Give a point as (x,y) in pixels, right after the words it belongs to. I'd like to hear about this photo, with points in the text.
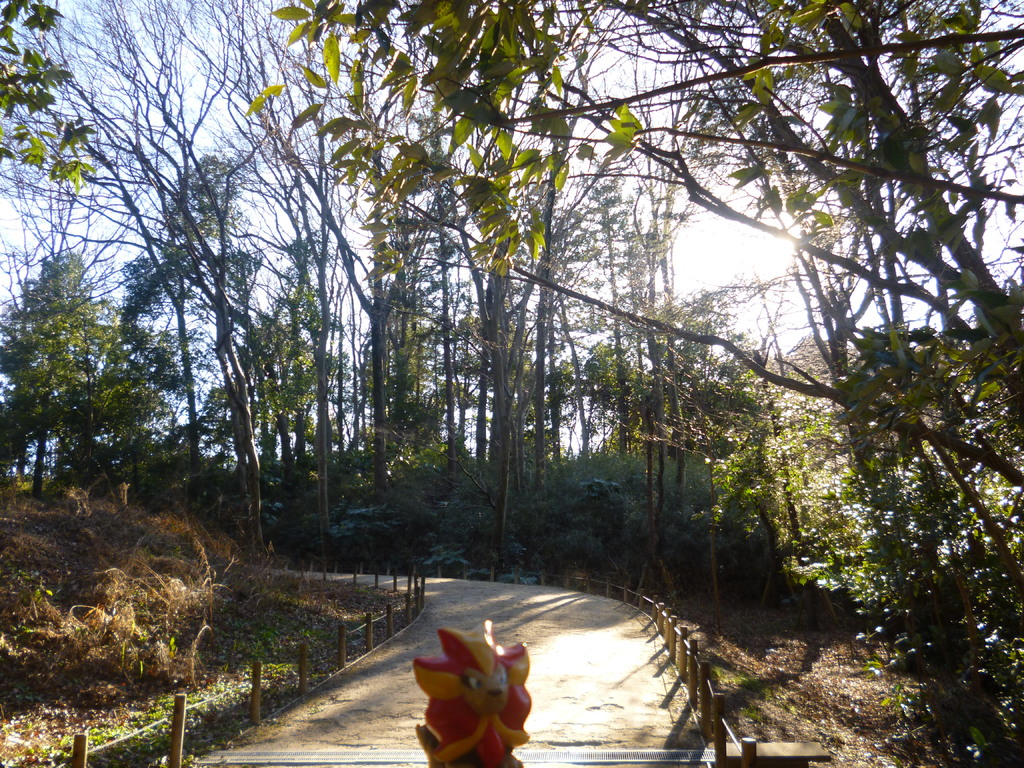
In this picture I can see trees (456,366), plants (166,594) and a toy (446,706) and I can see path (524,598) and a cloudy sky (220,38).
